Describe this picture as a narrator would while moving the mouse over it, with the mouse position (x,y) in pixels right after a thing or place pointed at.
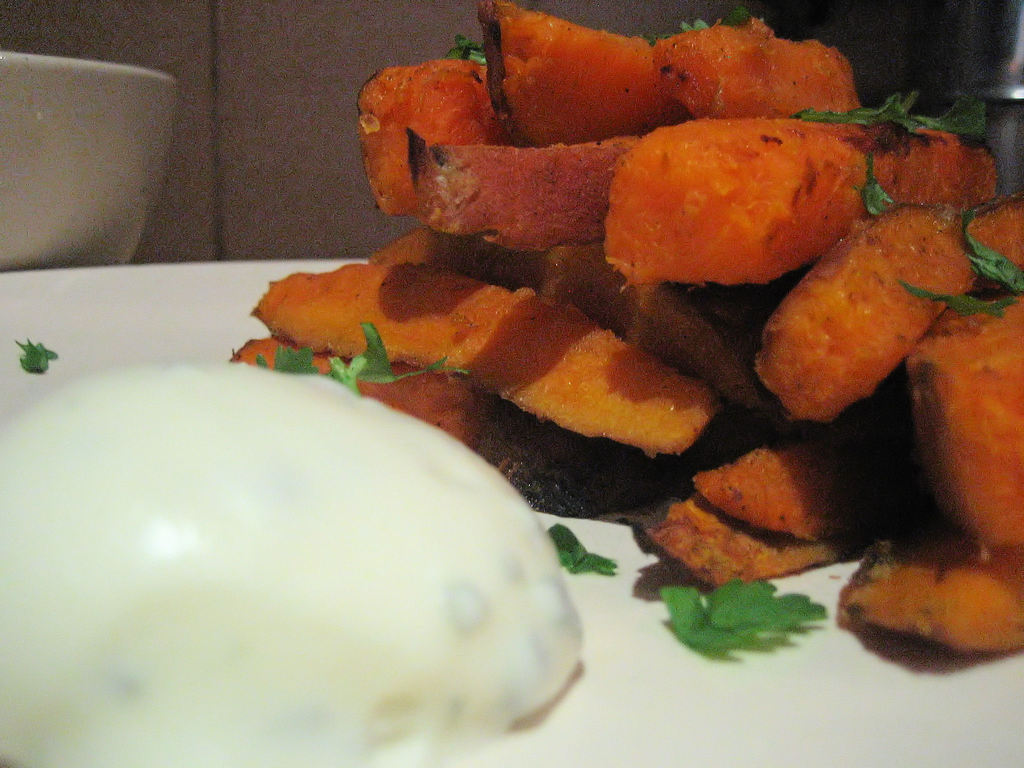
In this image, I can see french fries (807,518) with chopped coriander leaves (892,110) and other food item (451,643) on the plate (681,708). This looks like a bowl (102,165).
